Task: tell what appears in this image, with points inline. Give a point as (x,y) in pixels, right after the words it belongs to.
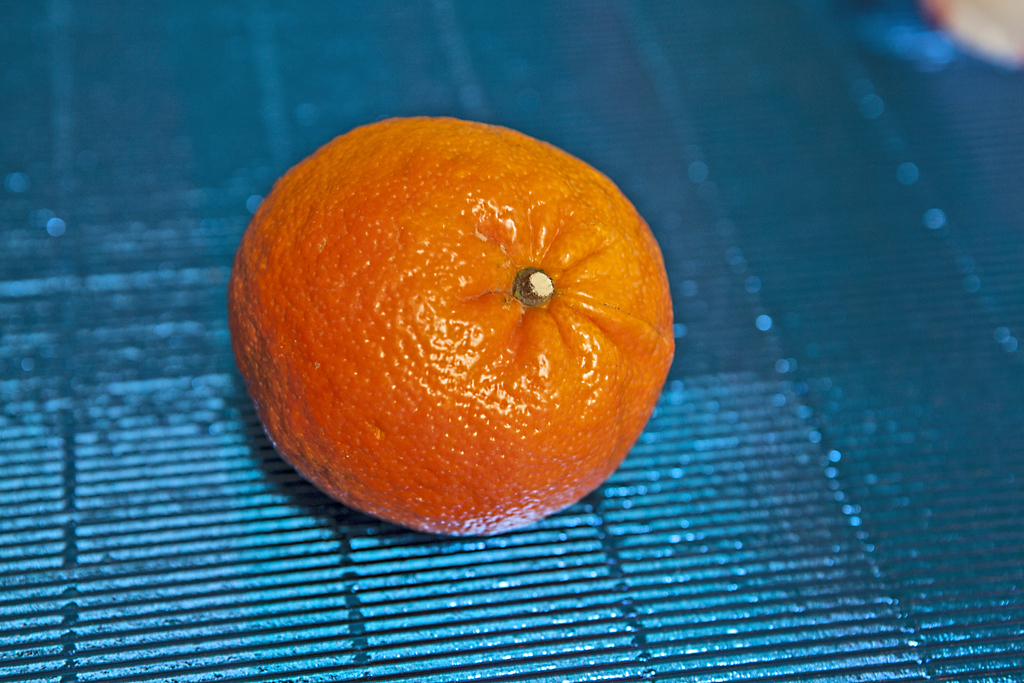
In this picture I can see an orange (535,519) placed on a grill (709,586).
